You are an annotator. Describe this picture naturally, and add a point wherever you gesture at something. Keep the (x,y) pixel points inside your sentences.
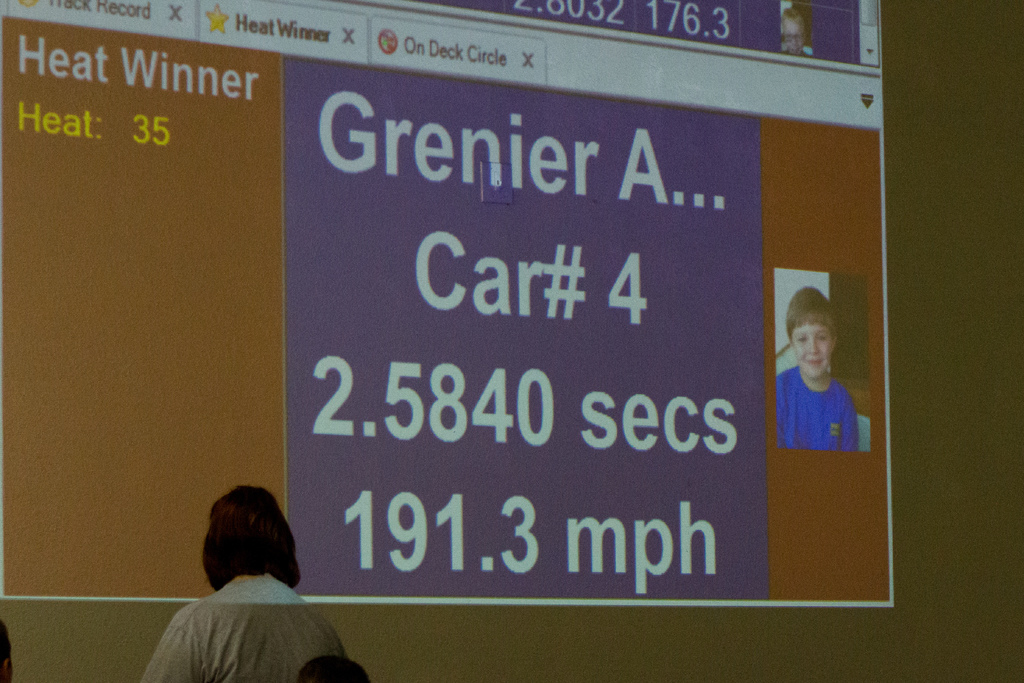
In this image there is a picture (789,356) of a person (793,330). Beside there is some text (461,404) on the screen (193,425). Left bottom there is a person (210,656).
